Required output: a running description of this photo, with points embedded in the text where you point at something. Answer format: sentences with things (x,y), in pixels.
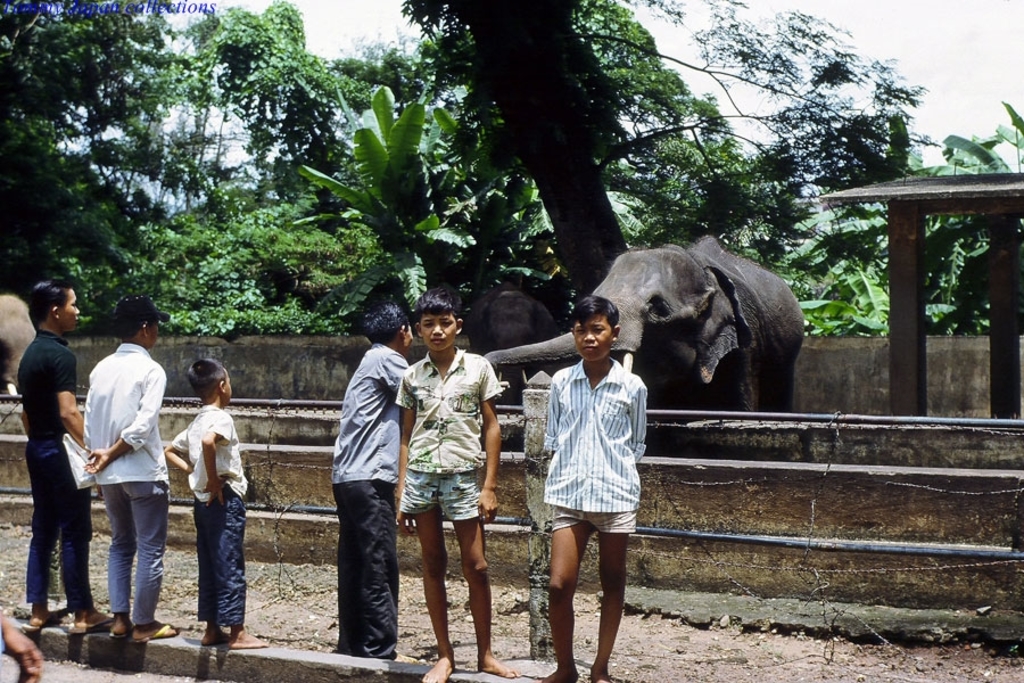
In this image there is the sky (936,70) towards the top of the image (849,77), there are trees (459,162), there is a wall (295,360), there are elephants (683,314), there is a fencing (693,430), there is five boys (395,451) standing, there is a man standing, he is holding an object (70,447), there is a person's hand (39,657) towards the left of the image (23,649), there are pillars (921,291) towards the right of the image (1001,236), there is text (202,5) towards the top of the image (23,7).
